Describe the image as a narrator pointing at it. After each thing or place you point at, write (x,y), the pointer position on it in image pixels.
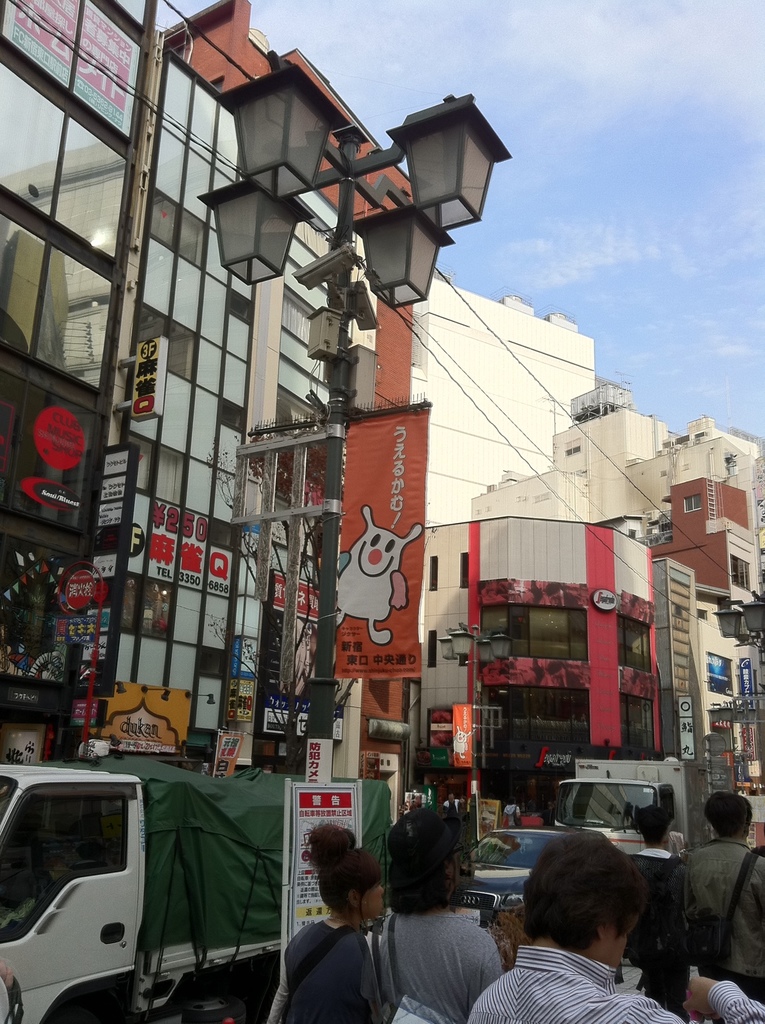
In this image we can see people (482,938) walking on the road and vehicles (47,805) moving on the road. In the background (189,605), we can see buildings (248,655), banner (398,618), light poles (347,292), wires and sky (597,250) with clouds (625,257).
